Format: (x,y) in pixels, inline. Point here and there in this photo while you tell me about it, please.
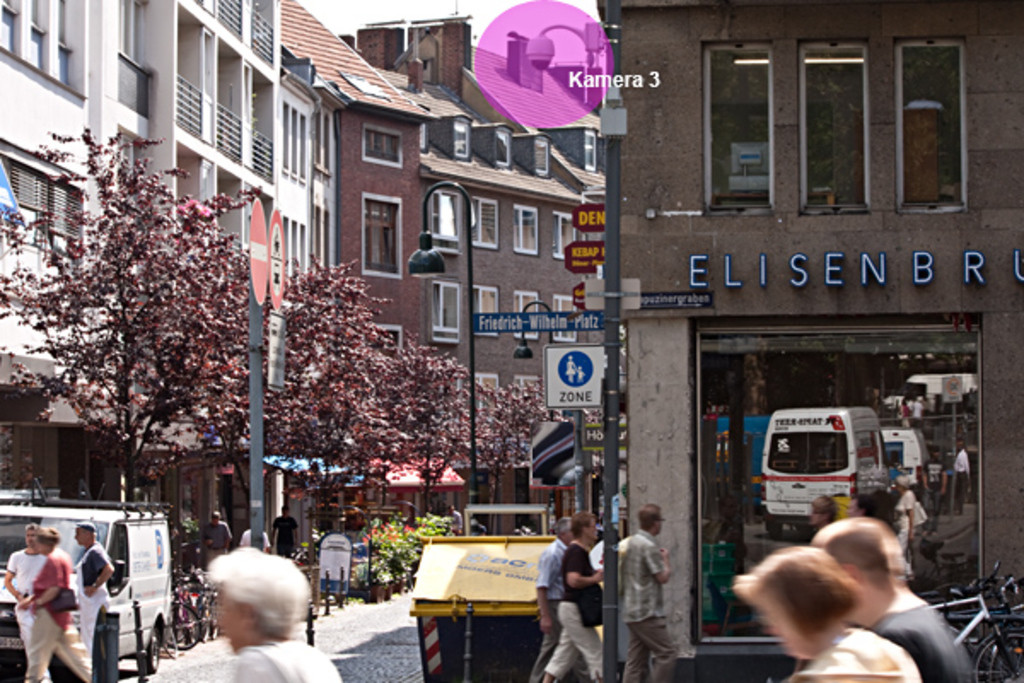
In this image, we can see poles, buildings (735,134), boards (595,220), sign boards (284,316), trees (376,412), vehicle (139,549), people (248,618) walking, bollards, bicycles (1014,625) and the road (382,610). At the top (381,9), there is the sky (351,4).
